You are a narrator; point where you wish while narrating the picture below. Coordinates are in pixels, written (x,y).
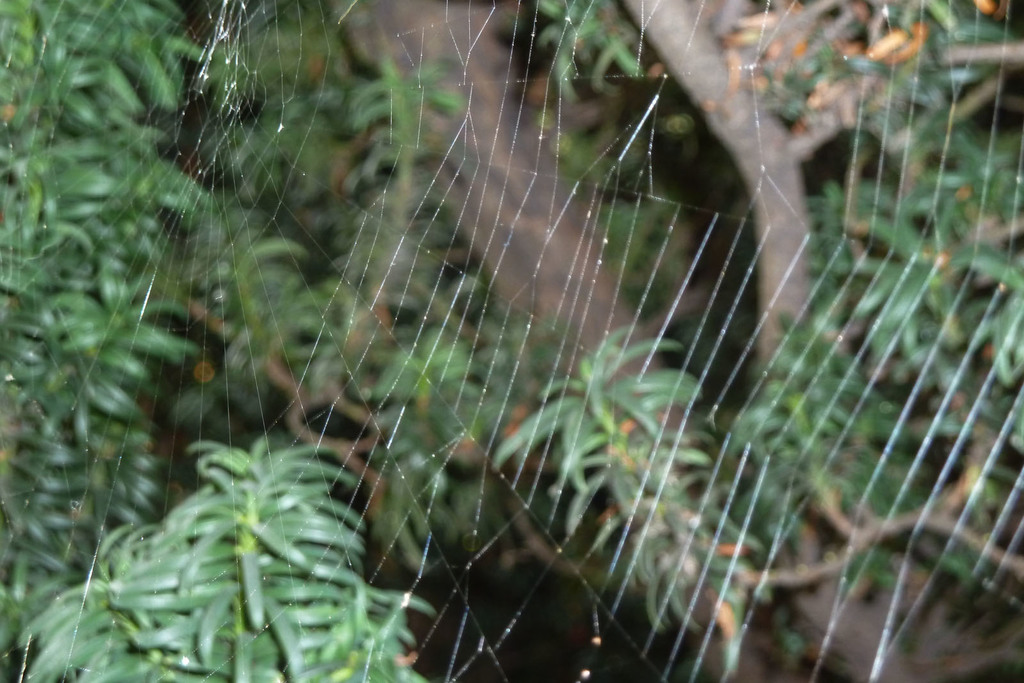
In this image I can see the spider web (574,198) in the front (265,86). In the background (898,292) I can see a branch (776,267) and leaves (126,53) of a tree (522,251). I can also see this image is little bit blurry in the background (528,342).
